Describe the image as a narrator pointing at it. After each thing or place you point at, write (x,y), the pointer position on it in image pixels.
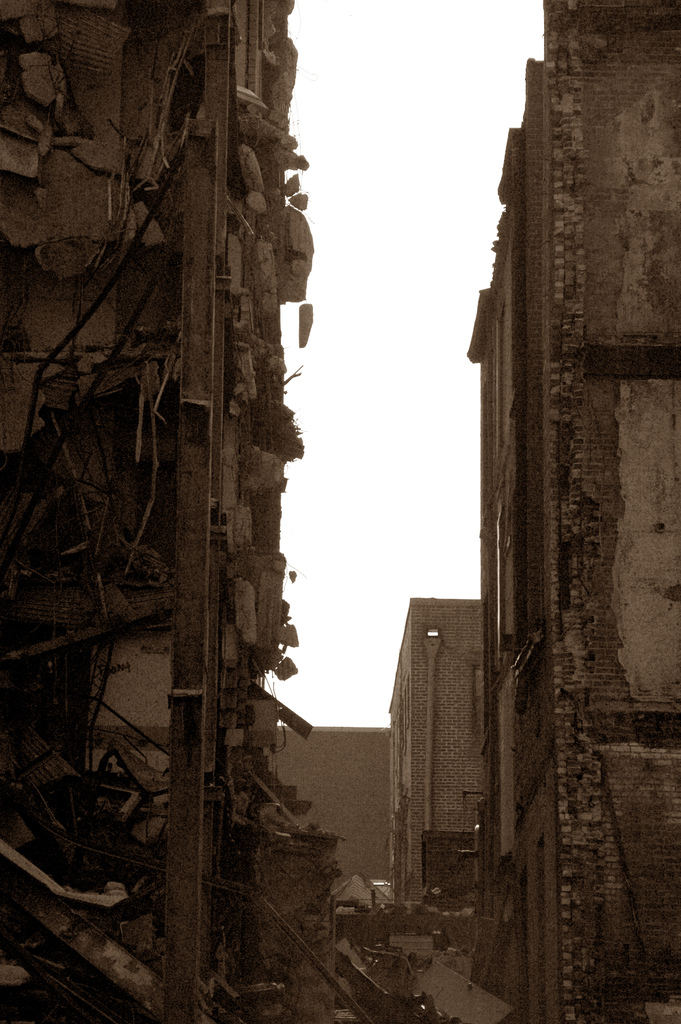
In this picture I can see a few buildings (243,407). I can see wires (146,509), metal objects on the left side (186,488).
